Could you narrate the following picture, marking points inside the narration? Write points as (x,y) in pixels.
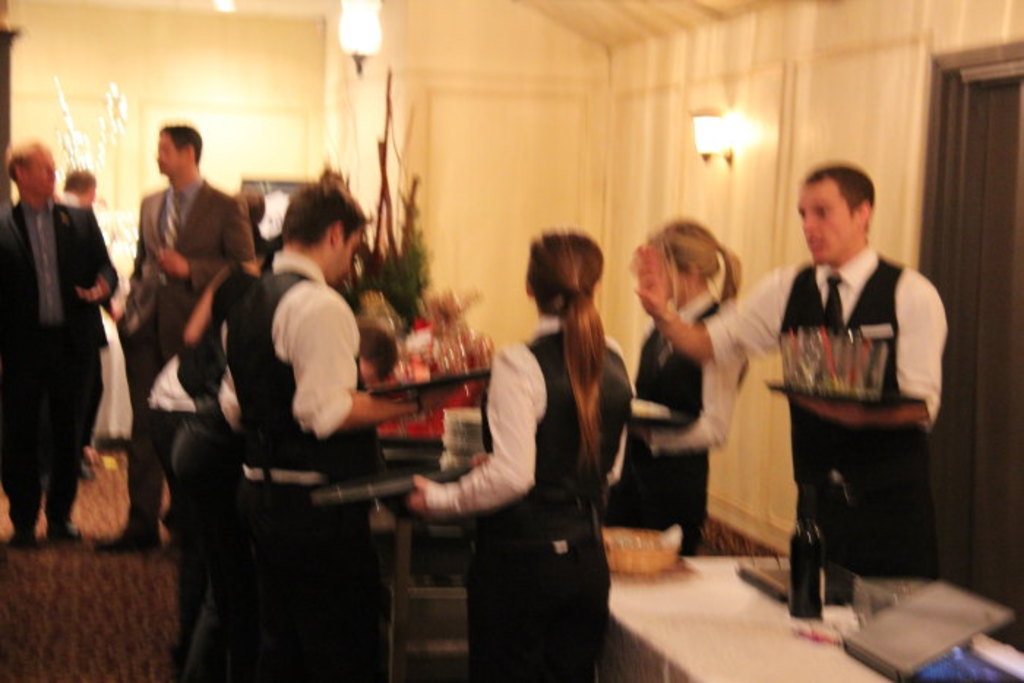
In front of the picture, we see the people (676,382) are standing. In the right bottom (733,579), we see a table (732,637) on which laptop (983,603), water bottle (809,518), basket (634,544) and some other objects (828,591) are placed. In the middle (425,418), we see a red table (413,422) on which some objects (479,341) are placed. In front of them, we see a stand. Behind the table (391,421), we see a plant pot (412,249). On the left side (177,293), we see two men (151,262) in the suits (20,309) are talking to each other. Behind them, we see two people (258,232) are standing. Behind them, we see a wall (261,147) on which the photo frame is placed. On the right side (943,132), we see a door (965,327), a white wall (542,182) and the lights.
